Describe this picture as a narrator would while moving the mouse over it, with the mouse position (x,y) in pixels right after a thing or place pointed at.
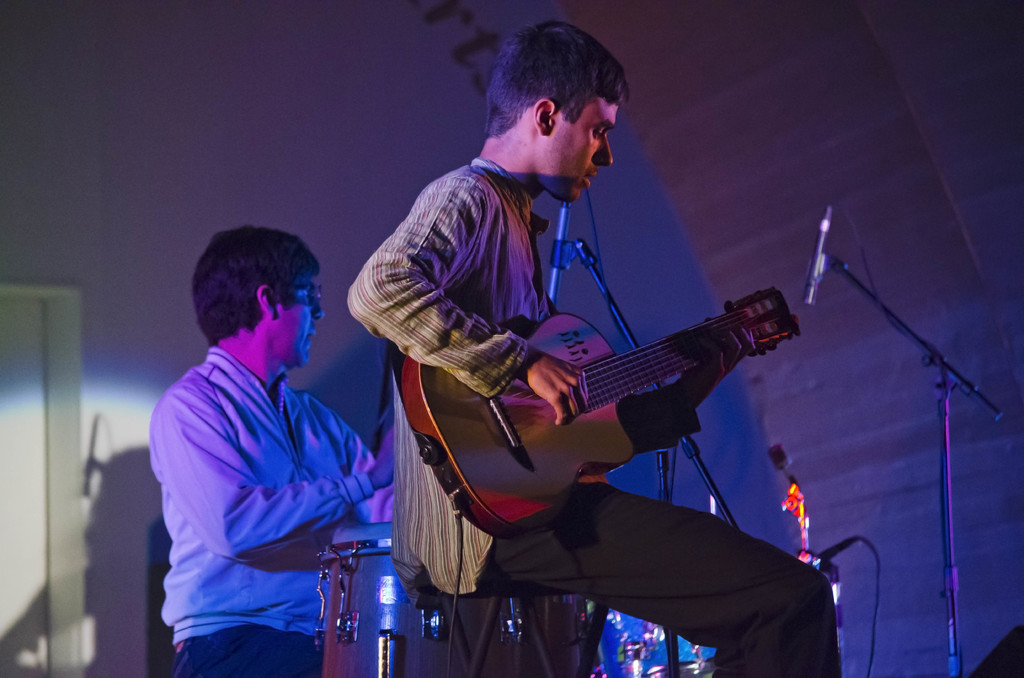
In this picture there is a man (437,534) playing guitar (503,461). There is a person (208,560), drum (556,634) and a mic (815,265).
